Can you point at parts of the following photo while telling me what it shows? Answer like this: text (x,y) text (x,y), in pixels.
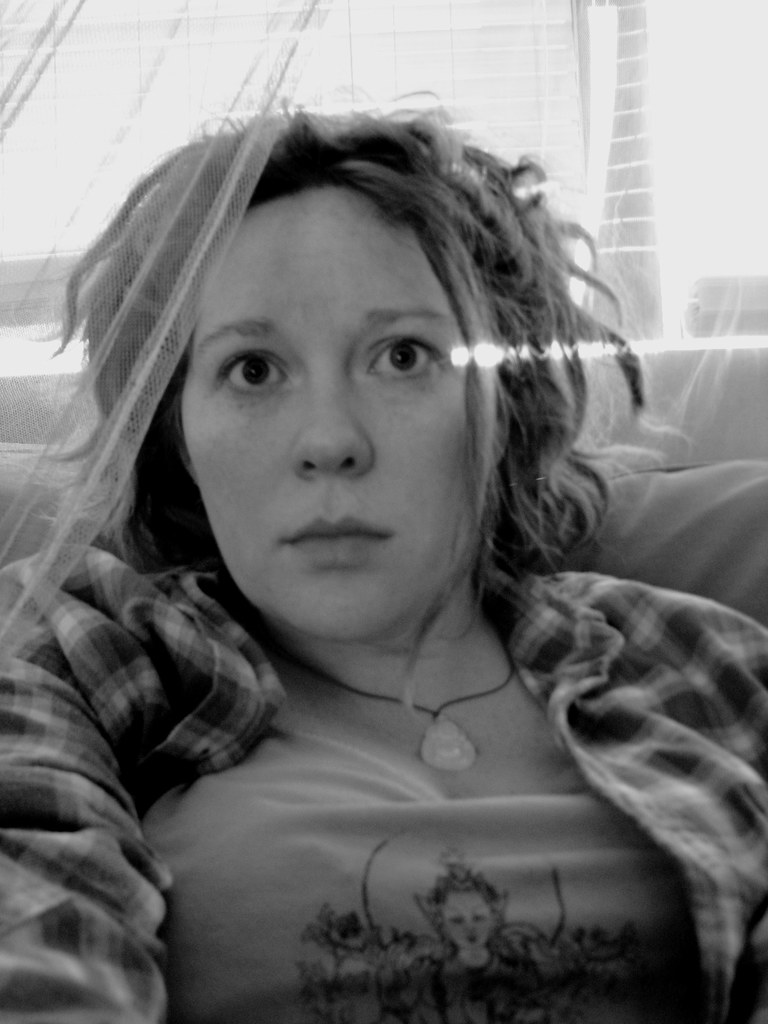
In this image I can see the person (267,671) wearing the check-shirt (572,723) and the t-shirt (361,926). In the back (0,208) I can see the window blind (54,190) and the curtain (113,398). And this is a black and white image.
